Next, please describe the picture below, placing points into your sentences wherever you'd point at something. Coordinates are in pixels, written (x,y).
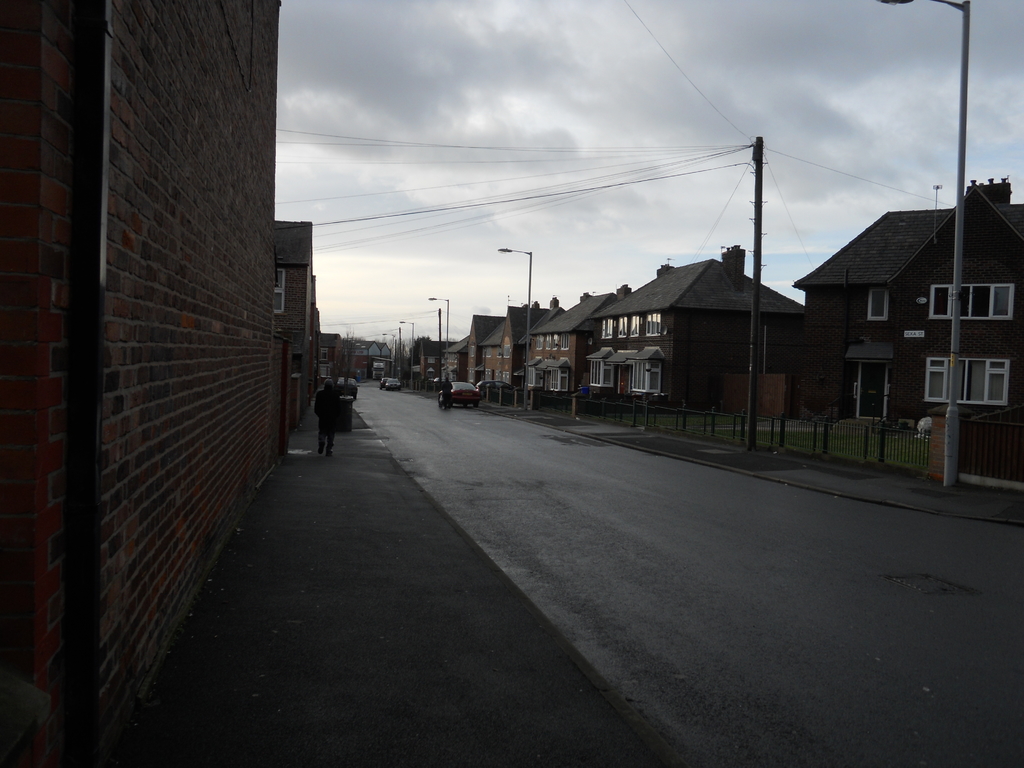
In this image we can see road (421,456), vehicles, poles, people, wires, and houses (430,353). In the background (778,220) there is sky (805,62) with clouds (805,62).
